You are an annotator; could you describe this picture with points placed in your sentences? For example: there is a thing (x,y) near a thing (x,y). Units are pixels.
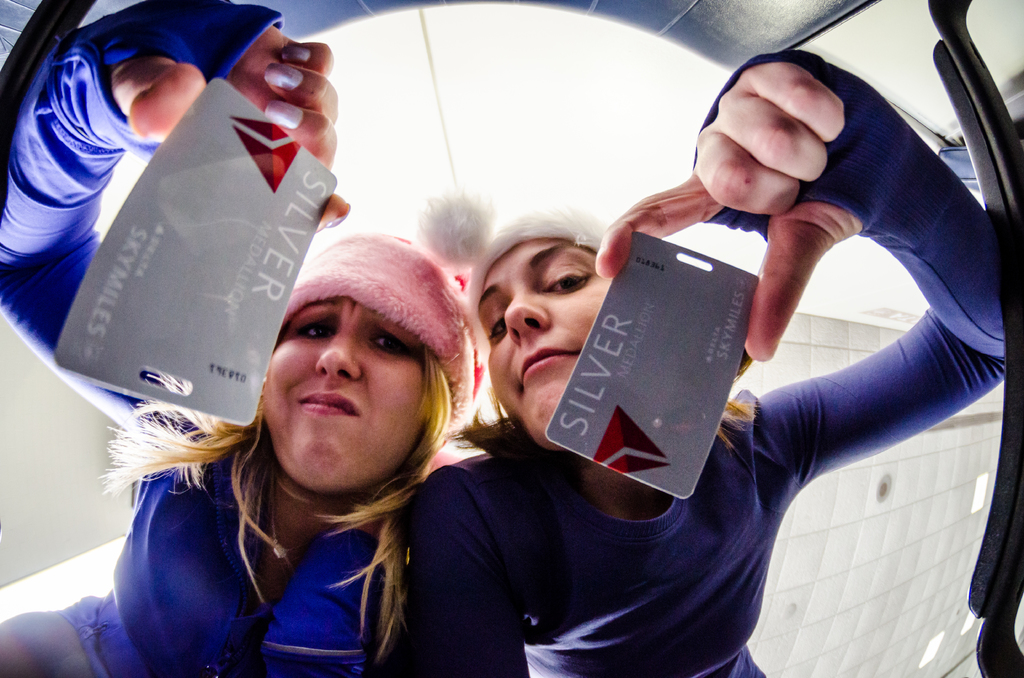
On the left side (279,577), there is a woman (280,590) in a violet color dress (138,578), holding a card (216,167) with one hand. Beside her, there is another woman (899,364), who is holding a card (701,374). In the background (879,498), there is a white color surface (873,566).
